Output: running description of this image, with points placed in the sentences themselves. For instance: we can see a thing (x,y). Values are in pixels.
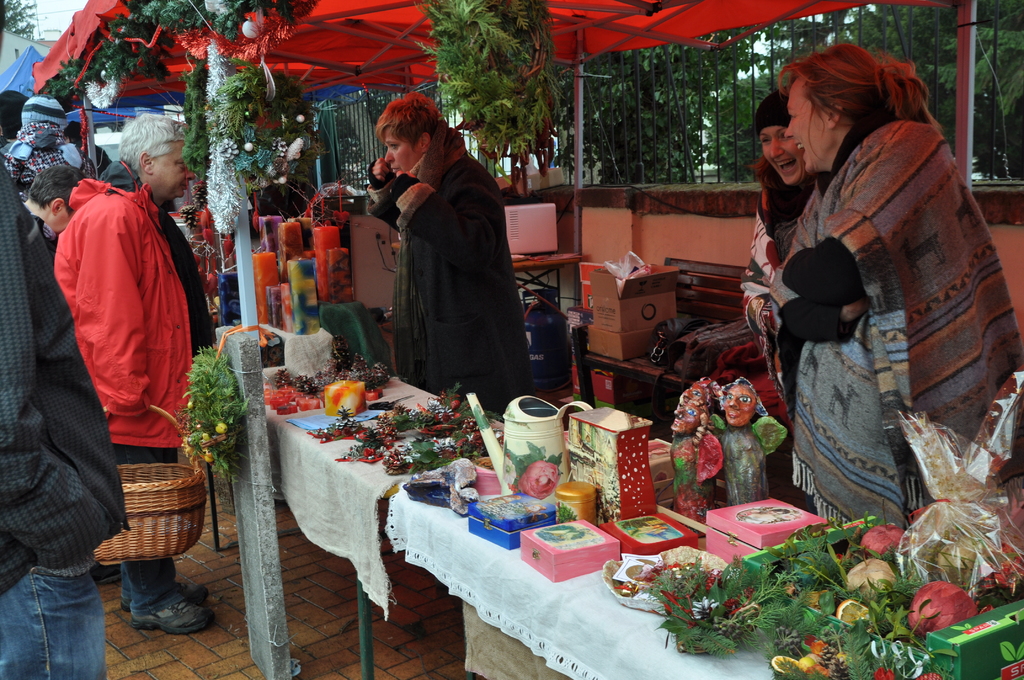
In this image there are a group of people (897,255) standing, and one person (131,411) is holding a basket (167,473) and in the center (351,445) there is a table (319,449). And on the table (552,517) there are some boxes (729,542), plants (786,587), toys (738,448), jug (495,441), and some other objects (442,494). And in the background (624,328) there are some tables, boxes (596,334) and some other objects (380,316). And at the top (657,161) there is a railing (560,84) and some trees (741,69) are there in the background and there is a wall (630,229) and also there are some decorations (213,176) and buildings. At the bottom (249,643) there is a walkway (403,585).
